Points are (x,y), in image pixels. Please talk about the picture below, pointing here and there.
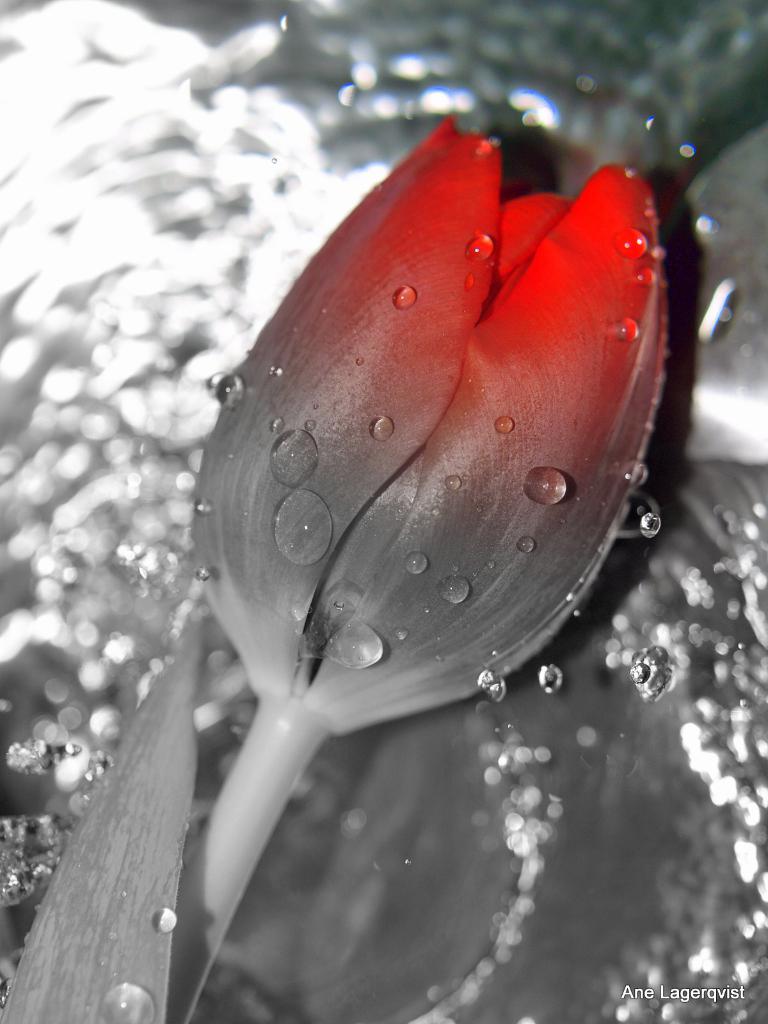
In this picture I can see a flower (410,484) with some water droplets (334,600).
